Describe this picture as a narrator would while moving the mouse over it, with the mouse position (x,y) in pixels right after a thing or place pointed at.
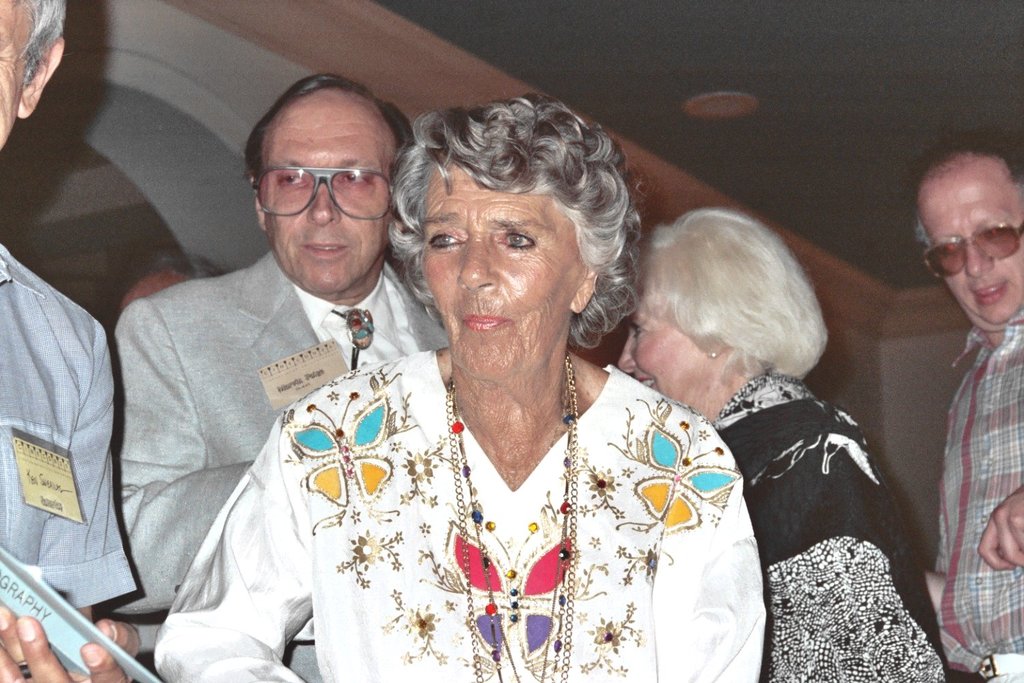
There are people (296,537) and this person (50,68) holding a book (46,590). In the background (234,142) we can see wall (849,292).
